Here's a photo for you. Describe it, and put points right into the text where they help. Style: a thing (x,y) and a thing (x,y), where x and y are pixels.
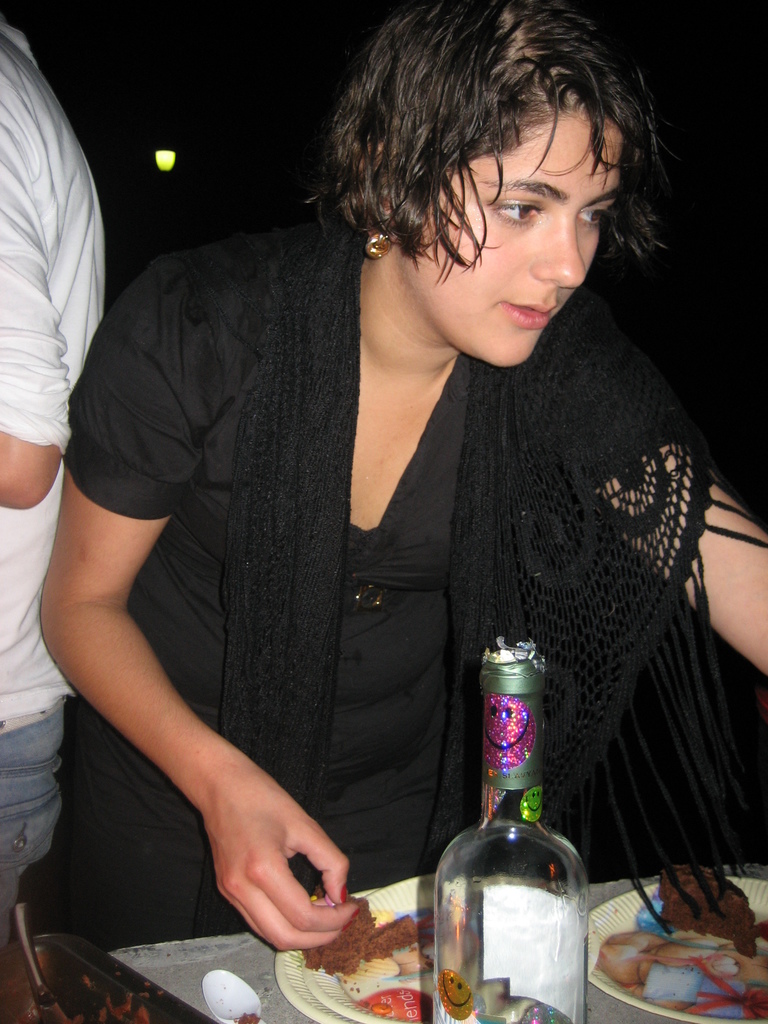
In this Image I see woman (608,533) who is standing and there are 2 plates (705,1008) and food (323,898) in it and a bottle (497,758) in front of her. In the background (44,655) I see another person (38,664).
